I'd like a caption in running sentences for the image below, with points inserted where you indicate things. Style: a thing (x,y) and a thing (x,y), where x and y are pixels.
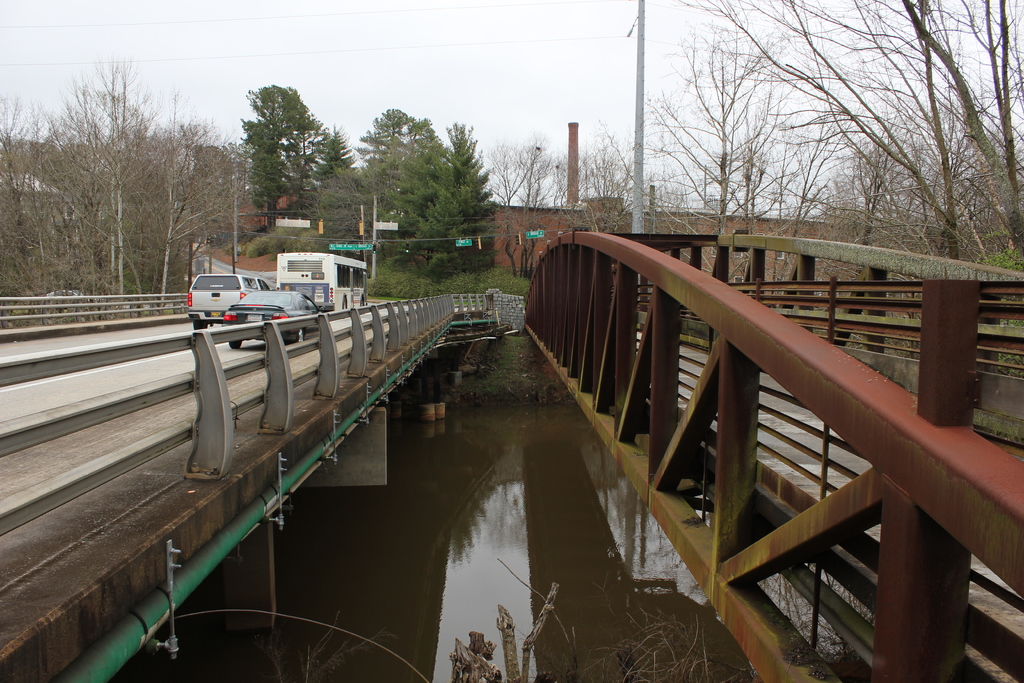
In this image we can see water (574,541), bridges (873,569), vehicles (268,304), railings (261,331), poles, boards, plants (380,284), wall (519,231), and trees (42,154). In the background (508,99) there is sky (463,57).
